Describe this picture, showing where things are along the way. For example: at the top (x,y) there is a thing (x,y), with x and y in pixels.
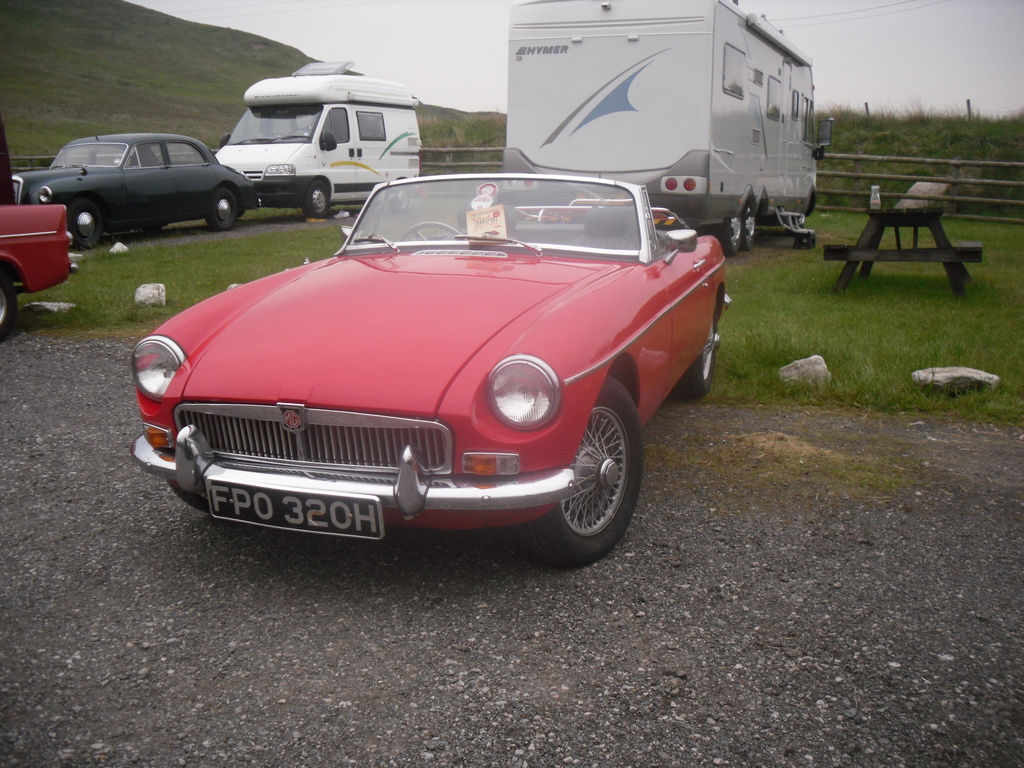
Front there is a red color car (520,411) is on road (543,576) with wheel (593,473). Far there are vehicles (317,151). On this grass (894,307) there is a table (930,223) and bench (861,251). This mountain (241,57) is filled with grass (190,59).
